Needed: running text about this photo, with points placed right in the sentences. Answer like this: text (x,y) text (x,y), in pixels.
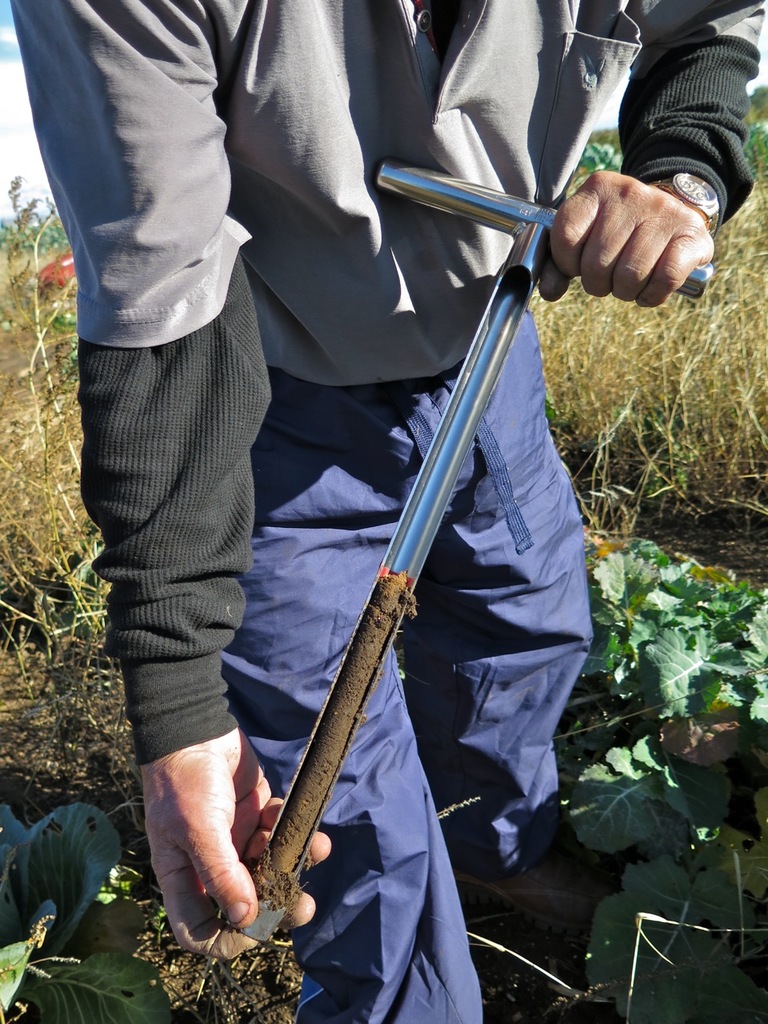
In this image I can see a person (302,482) is standing and I can see that person (511,169) is holding an equipment (536,265). I can also see few green color leaves (733,880) and grass (718,400).
